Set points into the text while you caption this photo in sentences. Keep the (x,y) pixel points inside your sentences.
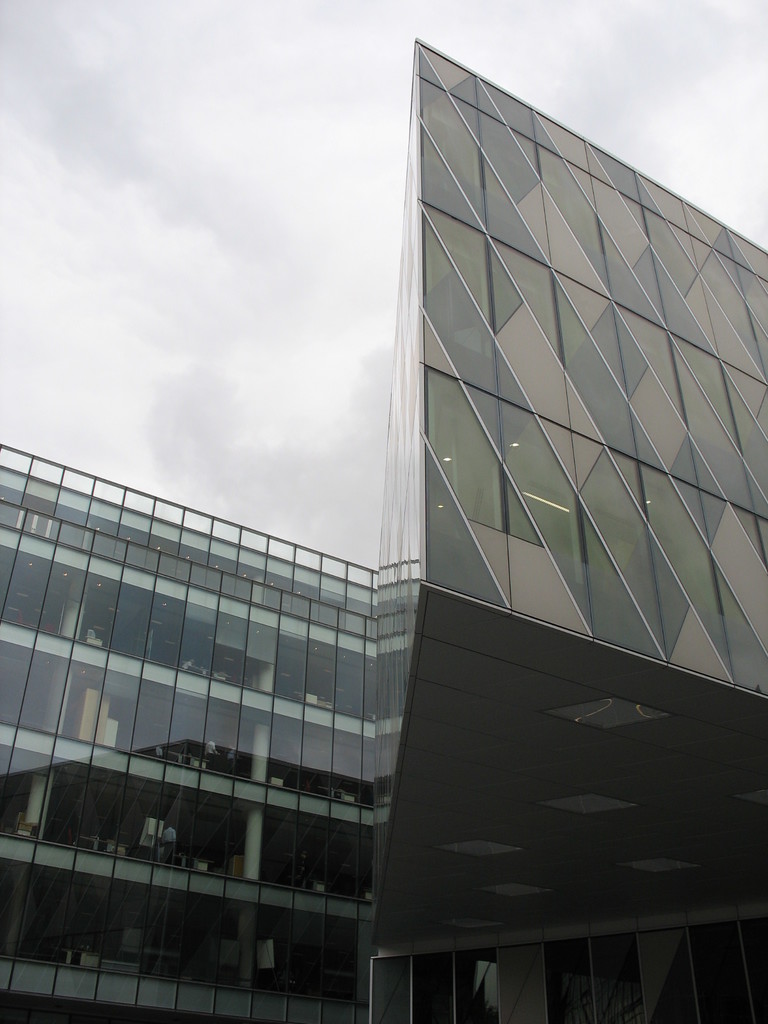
In this image I can see a glass building (251,777). Background (255,250) sky (279,282) is in white color.
